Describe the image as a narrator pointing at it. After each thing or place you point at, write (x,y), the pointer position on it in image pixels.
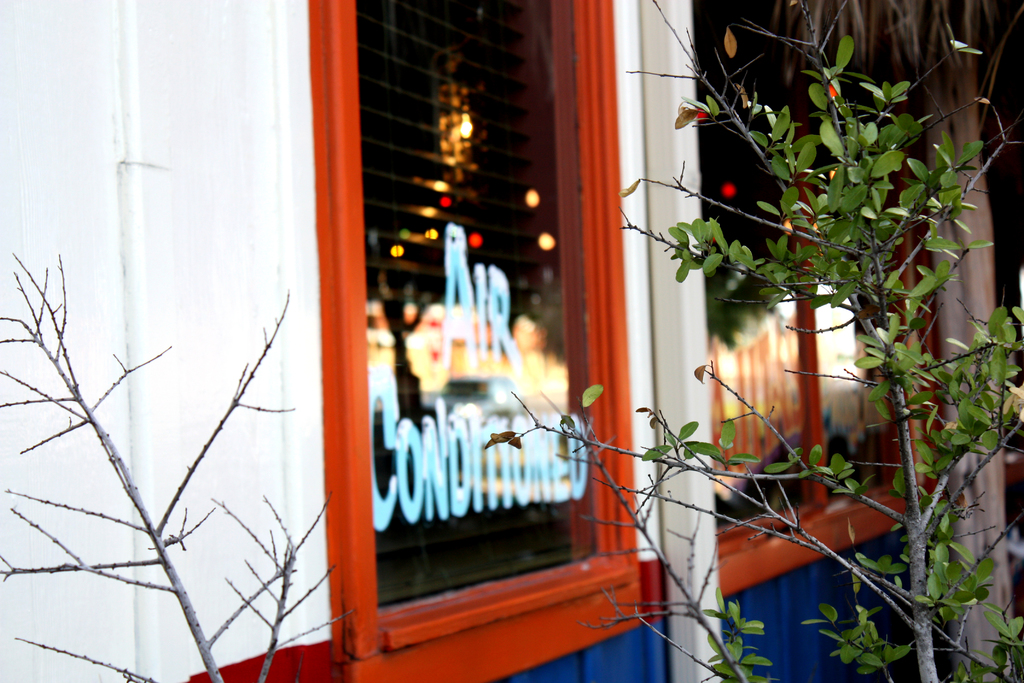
In the picture I can see a plant (1007,338) on the right side (702,450). I can see the glass windows (750,154) on the left side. I can see the trunk (972,284) of a tree (983,294) on the right side (982,272).
